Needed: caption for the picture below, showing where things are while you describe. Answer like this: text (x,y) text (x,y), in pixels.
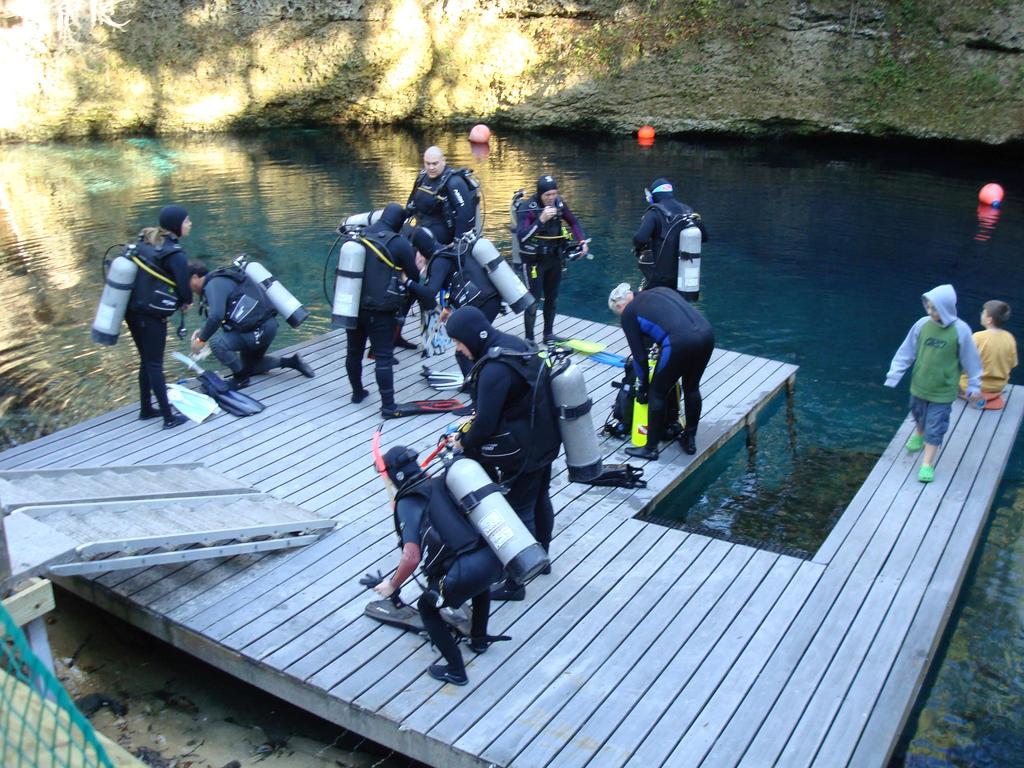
In this image I can see few people (506,387) are wearing something and holding something. They are on the wooden bridge (566,623). I can see the water (805,255), rock (543,32) and few objects (84,723).
